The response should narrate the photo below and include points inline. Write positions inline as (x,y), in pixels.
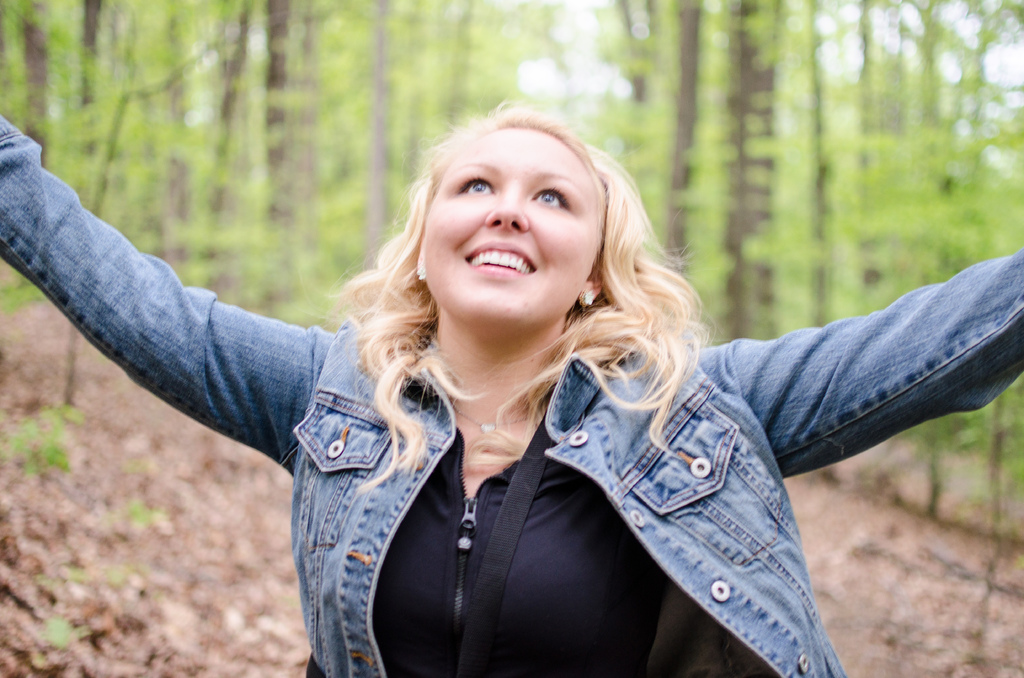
In this image in front (741,513) there is a person (476,370) wearing a smile on her face (441,284). In the background of the image (605,98) there are trees (719,75).
